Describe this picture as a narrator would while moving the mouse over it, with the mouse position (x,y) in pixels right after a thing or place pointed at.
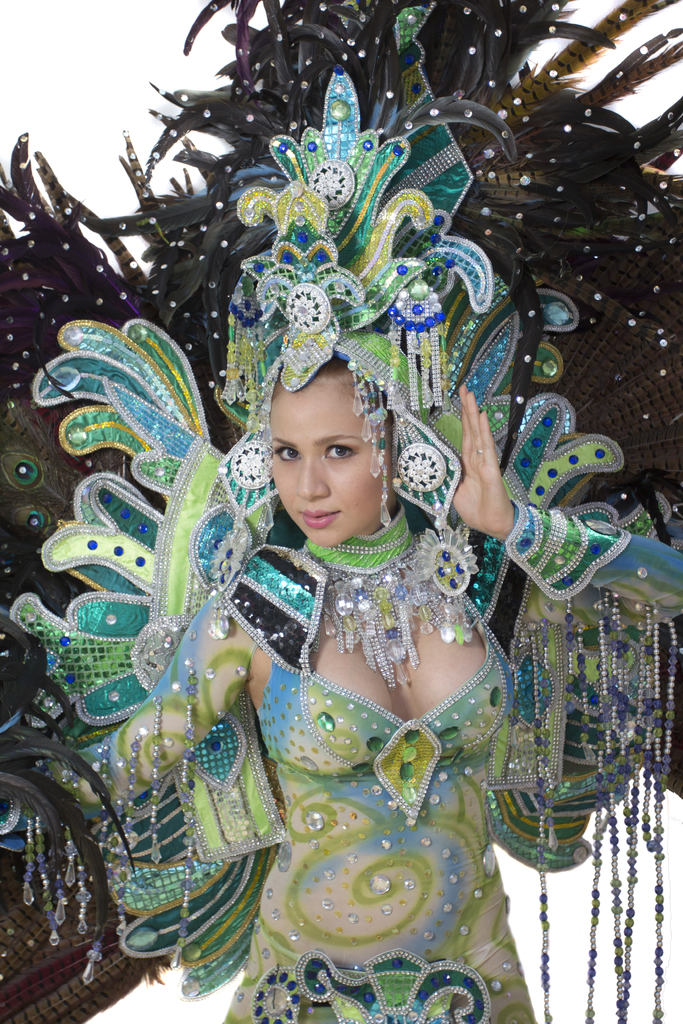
This is a woman (409,861) standing. She wore a fancy dress (295,542). These look like the feathers (579,257). The background (118,60) looks white in color.
